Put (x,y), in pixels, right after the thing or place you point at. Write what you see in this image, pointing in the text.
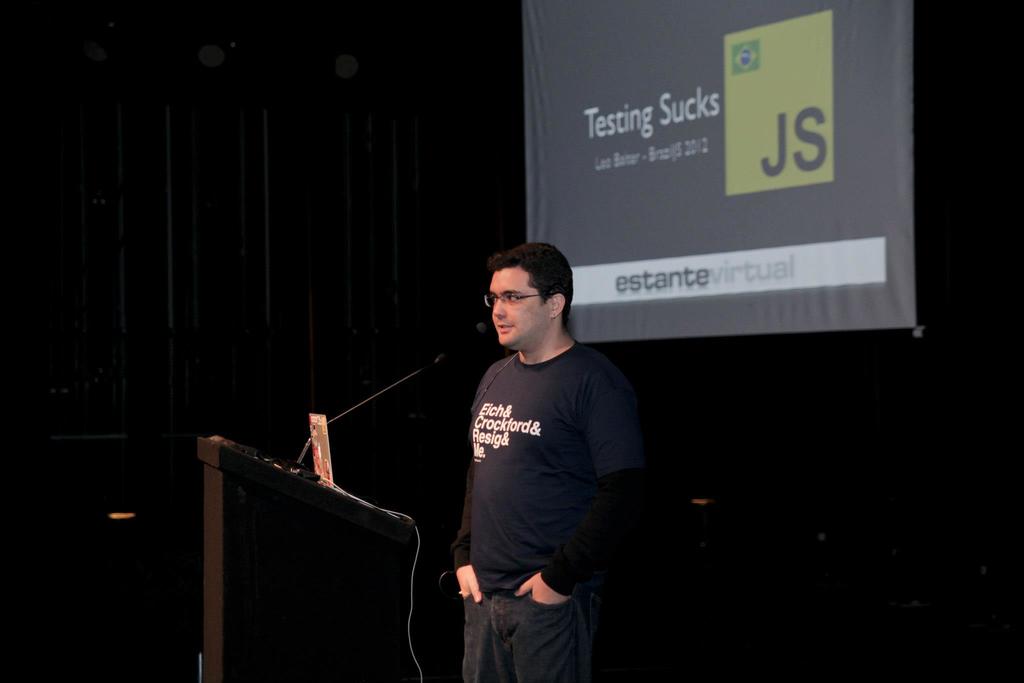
In the middle of the image (560,270) there is a podium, on the podium (329,674) there is a microphone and laptop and there is a man (500,623). He is standing. Behind him there is a cloth (944,380) and screen (599,222).
